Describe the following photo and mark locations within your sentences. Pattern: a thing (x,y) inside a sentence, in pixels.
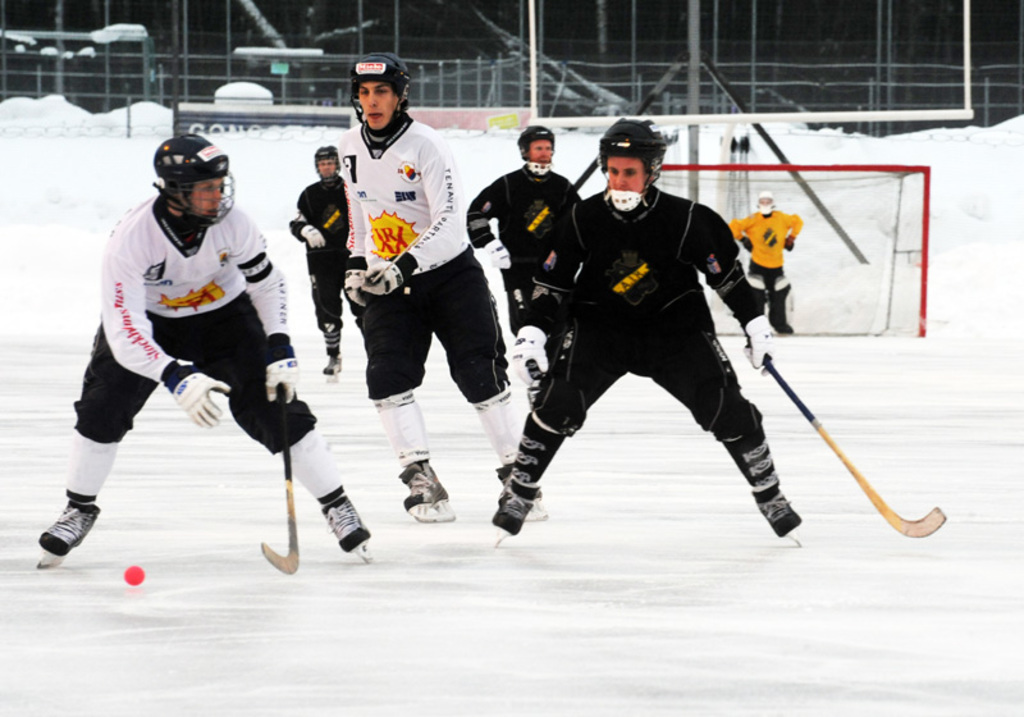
In this picture, we see two men (245,410) are standing and they are holding the hockey sticks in their hands (285,376). On the left side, we see a red ball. We see a man (378,231) in the white T-shirt (435,247) is running behind them. Behind them, we see three men (511,196) are standing. They might be playing the ice hockey. At the bottom (524,630), we see the ice (539,560). On the right side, we see the red color iron rods (739,170). In the background (299,58), we see the fence (196,61) and the boards (294,124) in black and pink color.
